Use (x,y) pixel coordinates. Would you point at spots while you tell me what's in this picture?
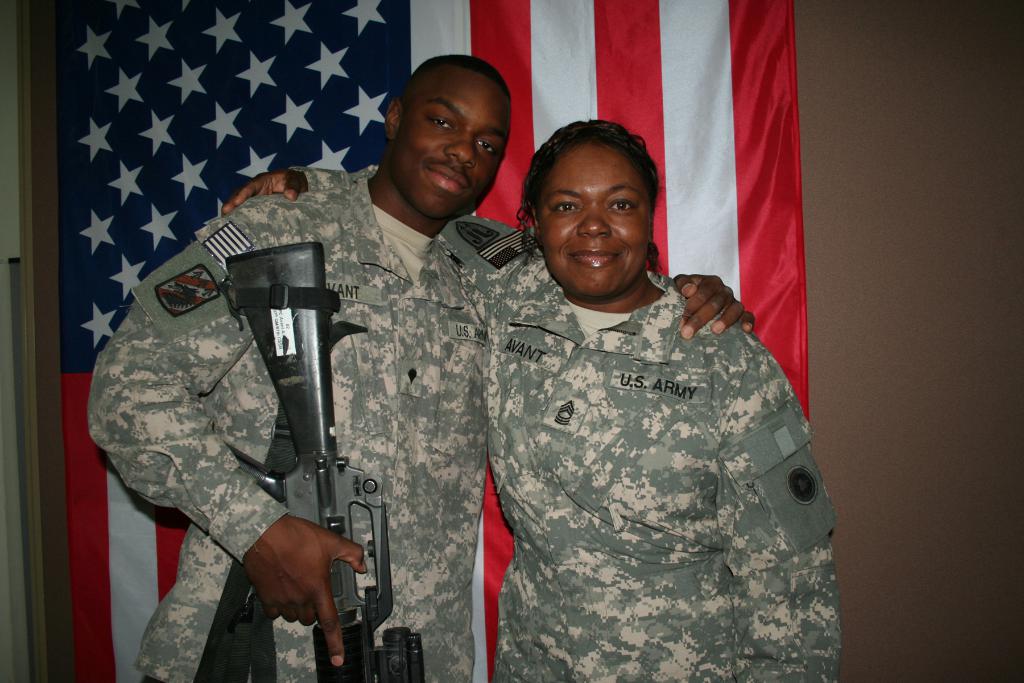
In the image we can see a man (437,393) and a woman (525,414) standing, they are wearing army clothes (467,394). The man (271,386) is holding a rifle (286,336) in his hand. Behind them there is a flag (616,72) of the country. This is a wall (867,266).
